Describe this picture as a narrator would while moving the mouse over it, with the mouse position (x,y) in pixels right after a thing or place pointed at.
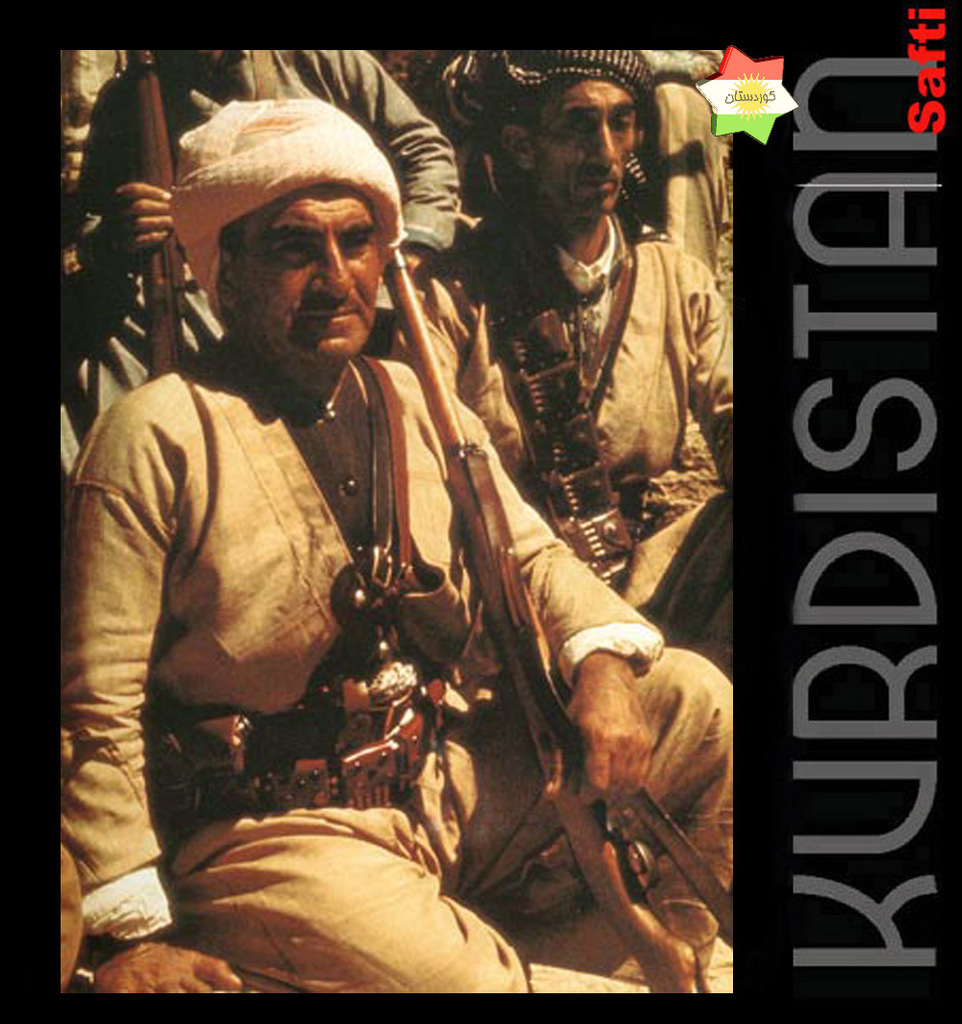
This image consists of a poster (349,301) with a few images of men (394,466) holding guns (589,855) in their hands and there is a text (807,433) on it.
